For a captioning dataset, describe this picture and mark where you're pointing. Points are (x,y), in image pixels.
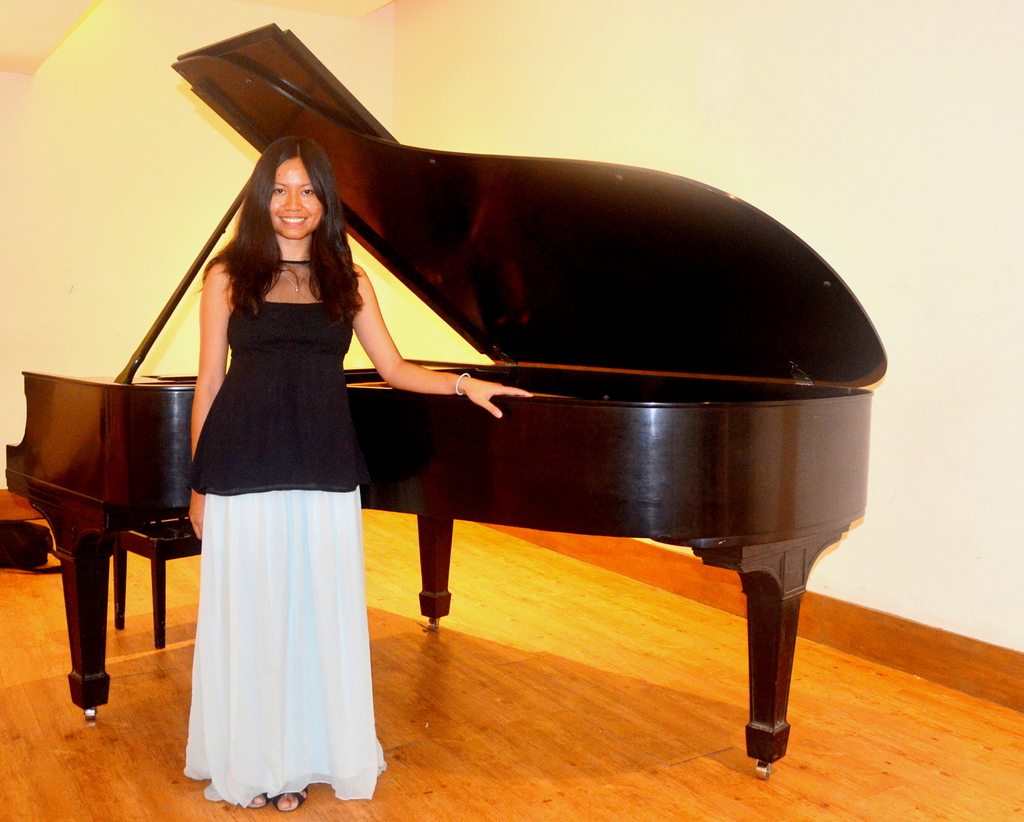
In this picture, there is a girl (277,393) standing in front of a piano (416,442), placing her hand (482,394) on it. In the background (527,57) there is a wall (299,34) and the girl (284,189) is smiling.
